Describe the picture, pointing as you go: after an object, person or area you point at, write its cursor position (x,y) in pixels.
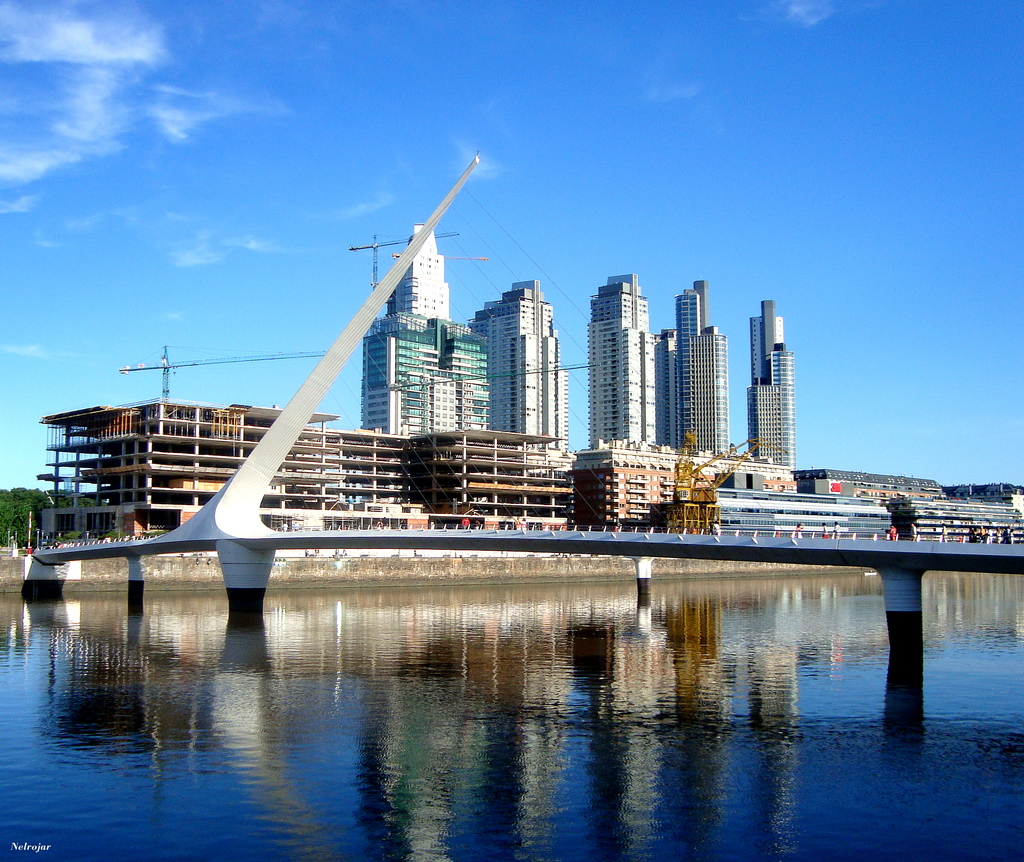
In this picture there is water (362,595) at the bottom side of the image (450,611) and there is a bridge (345,352) in the image, there are skyscrapers (498,405) and trees (12,515) in the background area of the image (4,526), there is sky (619,96) at the top side of the image (619,96).
